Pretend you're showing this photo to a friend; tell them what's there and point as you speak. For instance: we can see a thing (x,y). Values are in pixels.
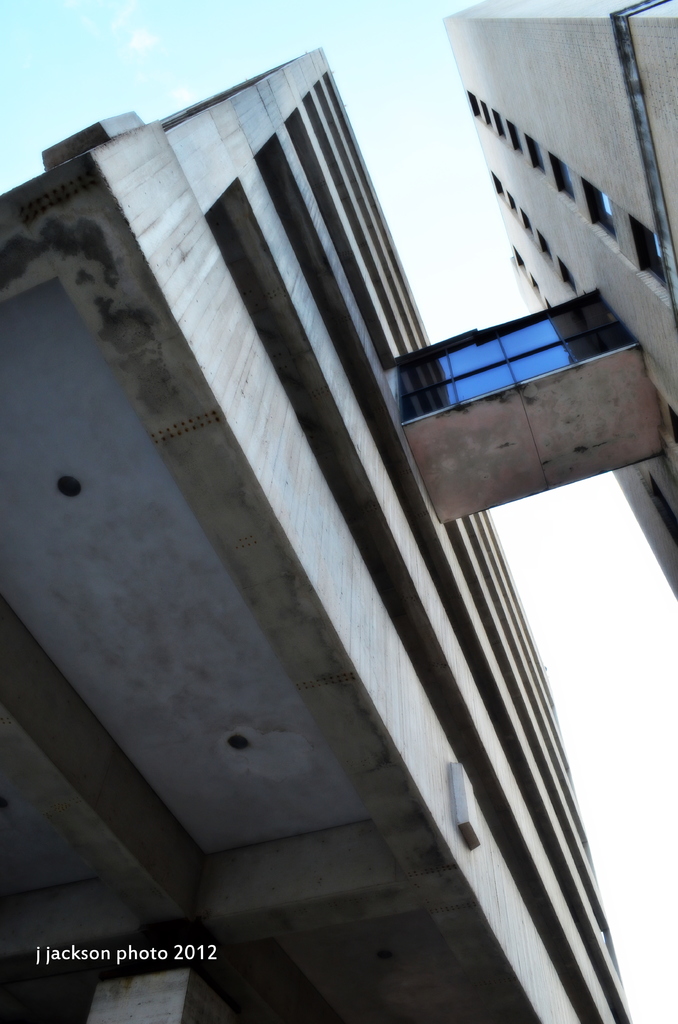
In this image we can see buildings (340,667) and the sky (515,535).
